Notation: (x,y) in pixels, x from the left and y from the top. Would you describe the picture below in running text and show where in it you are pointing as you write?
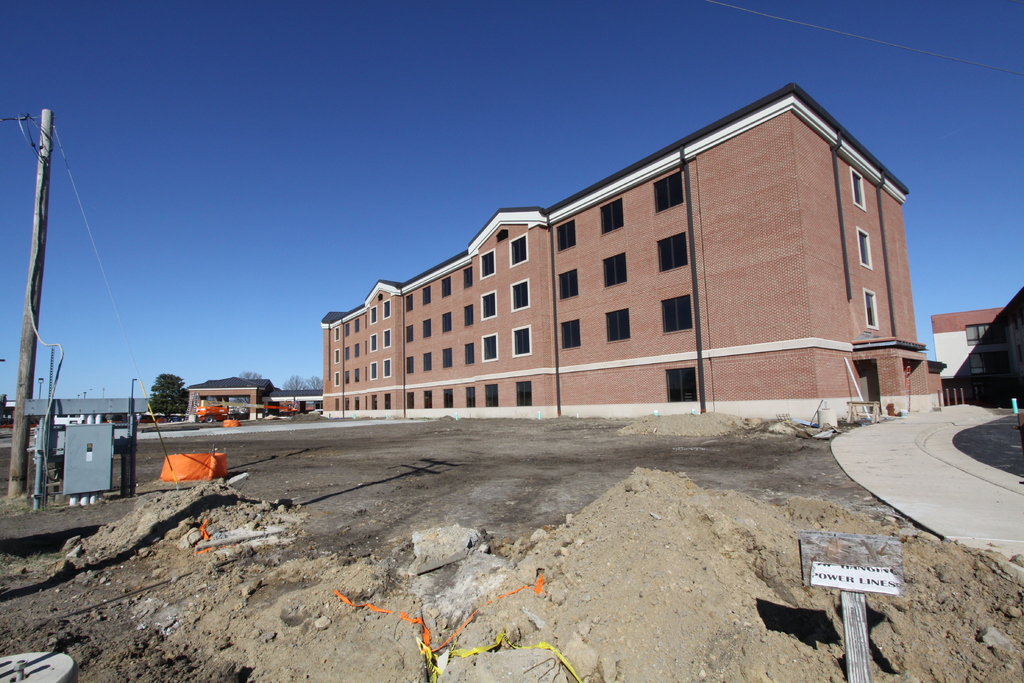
Here we can see a building (764,272), houses (1009,335), poles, and trees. In the background (936,173) we can see sky (954,147).
